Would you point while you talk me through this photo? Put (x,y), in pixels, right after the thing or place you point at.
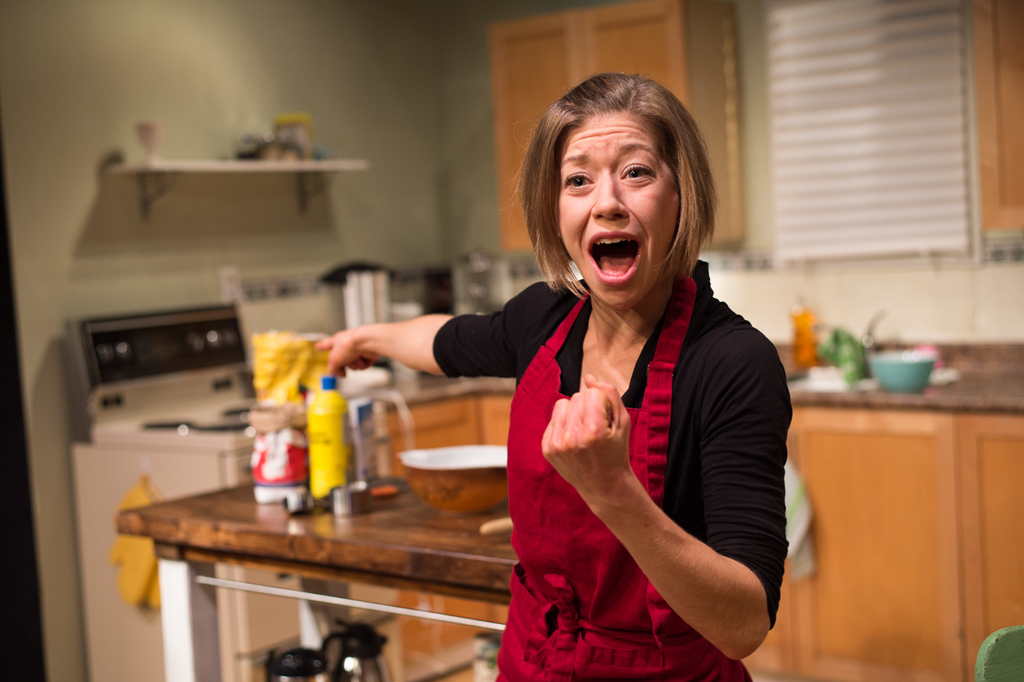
In the foreground of the picture (614,376) there is a woman (511,348), behind her it is kitchen (384,382). The background (394,286) is blurred. In the background (209,361) there are bowls (425,488), stove (220,407), closet (426,412), windows (849,128), jars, and other kitchen utensils (398,316).
